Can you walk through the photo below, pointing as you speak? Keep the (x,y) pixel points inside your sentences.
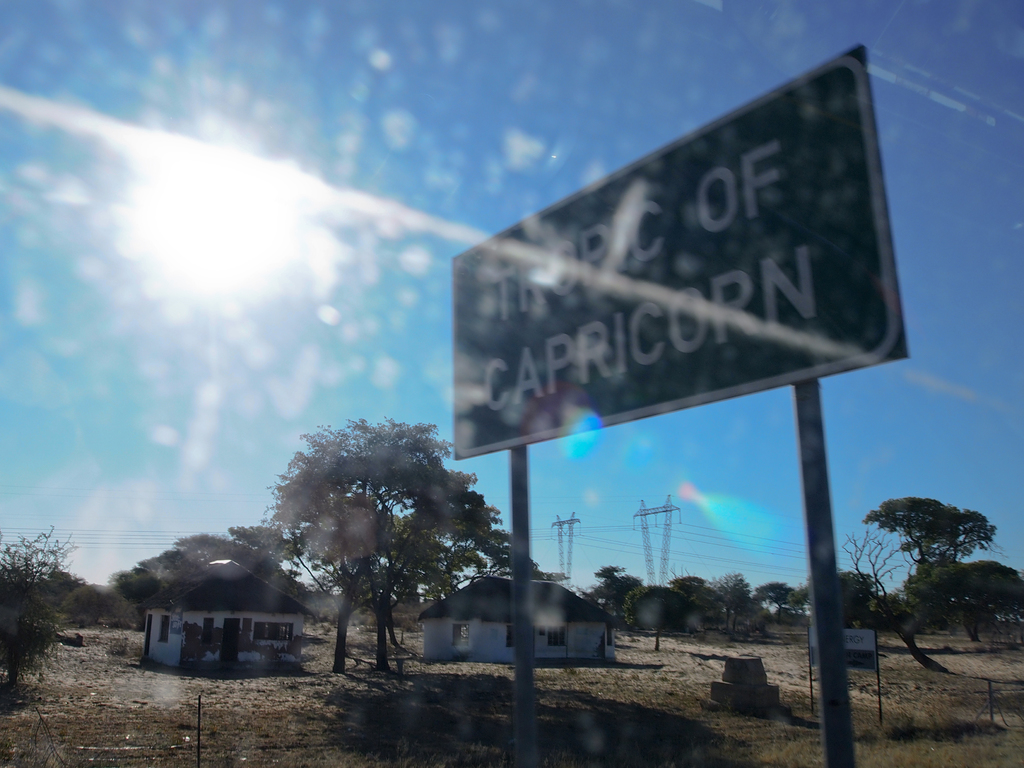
In this picture I can see the board (849,307). In the background (412,562) I can see many trees (931,617), buildings (278,651), electric poles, wire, plants (710,605) and grass (574,758). At the top (560,44) there is a sky (632,22). On the left (99,251) there is a sun's light beam (205,314). In the bottom left (198,703) I can see the fencing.
